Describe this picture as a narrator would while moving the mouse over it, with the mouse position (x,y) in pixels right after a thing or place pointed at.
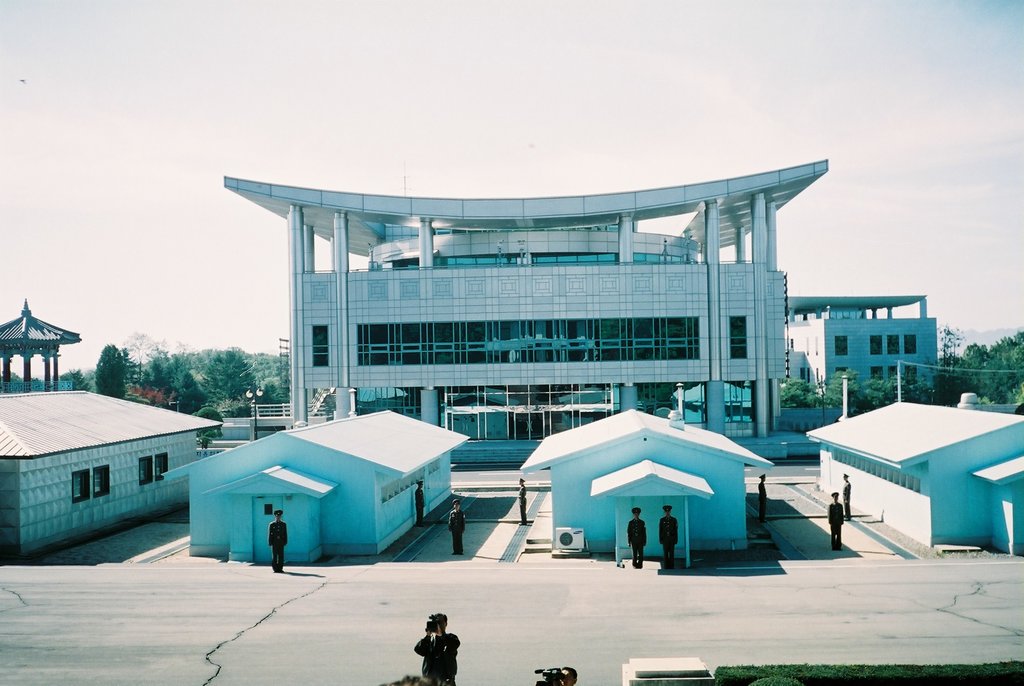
In this image there are buildings (554,339), besides the buildings (572,364) there are trees (171,358), in front of the buildings (655,384) there are lamp posts (819,388) and houses (307,482), around the houses (268,534) there are a few army personnel (763,484), at the bottom right of the image (738,677) there are bushes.
